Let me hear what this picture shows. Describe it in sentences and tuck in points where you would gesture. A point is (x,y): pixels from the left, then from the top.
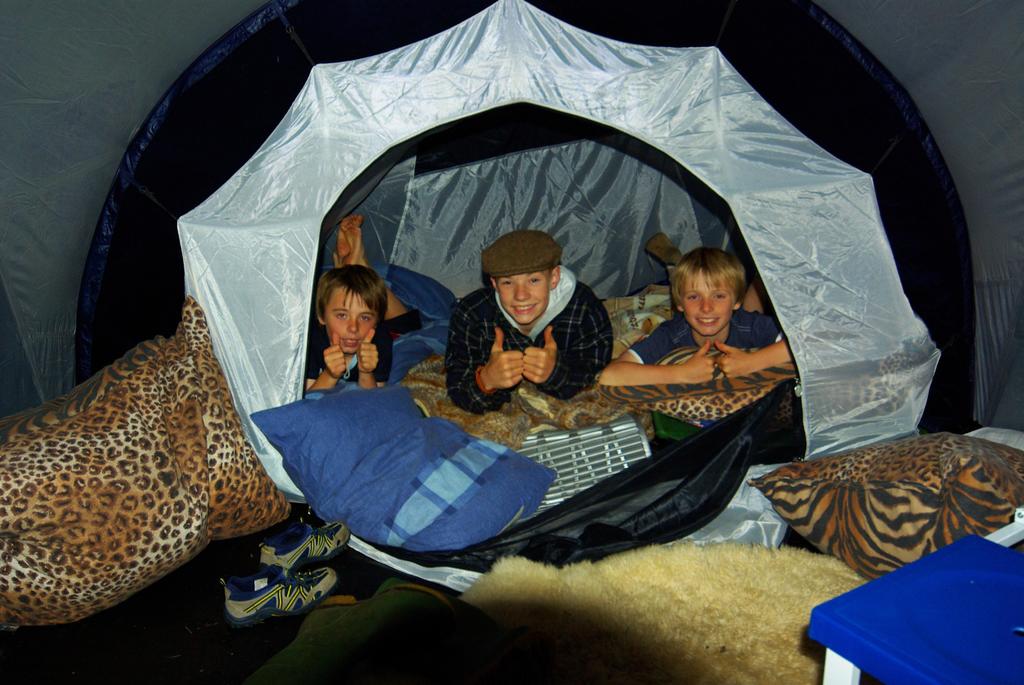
In this image we can see three persons (693,311) are lying on the clothes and pillows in the tent (315,125). At the bottom (452,600) we can see pair of shoes (313,586), clothes (799,551), pillows (947,455) and a table (941,578).
